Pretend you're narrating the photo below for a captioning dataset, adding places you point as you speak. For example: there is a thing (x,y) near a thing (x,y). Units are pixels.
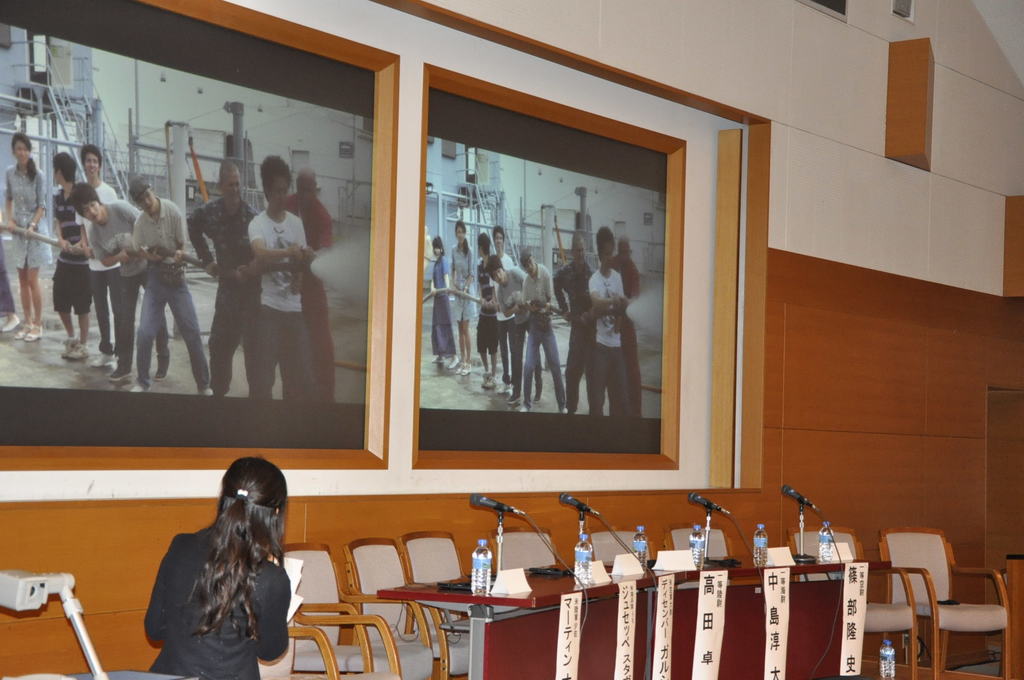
As we can see in the image there is a women (243,551) standing in the front (238,621) and there are chairs (386,635), tables (595,636), bottles (641,544) and mics (499,519) over here and there are two photo frames (420,295). In this photo frames (511,295) there are few people (533,294) standing.
